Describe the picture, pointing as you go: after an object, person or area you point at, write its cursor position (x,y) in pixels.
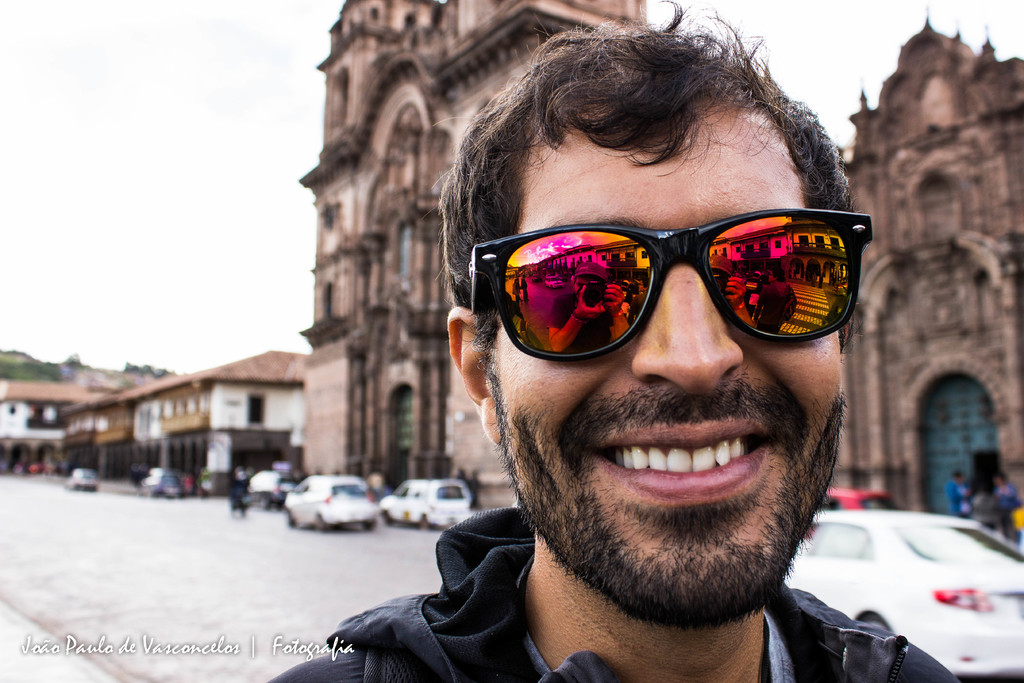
On the bottom left (122,649), there is a watermark (109,648). On the right side (694,666), there is a person (497,554), wearing sunglasses (485,262) and smiling. In the background (369,464), there are vehicles (945,534) on the road (262,537), there are buildings (991,447), a mountain (23,376) and there are clouds (215,132) in the sky (276,129).
